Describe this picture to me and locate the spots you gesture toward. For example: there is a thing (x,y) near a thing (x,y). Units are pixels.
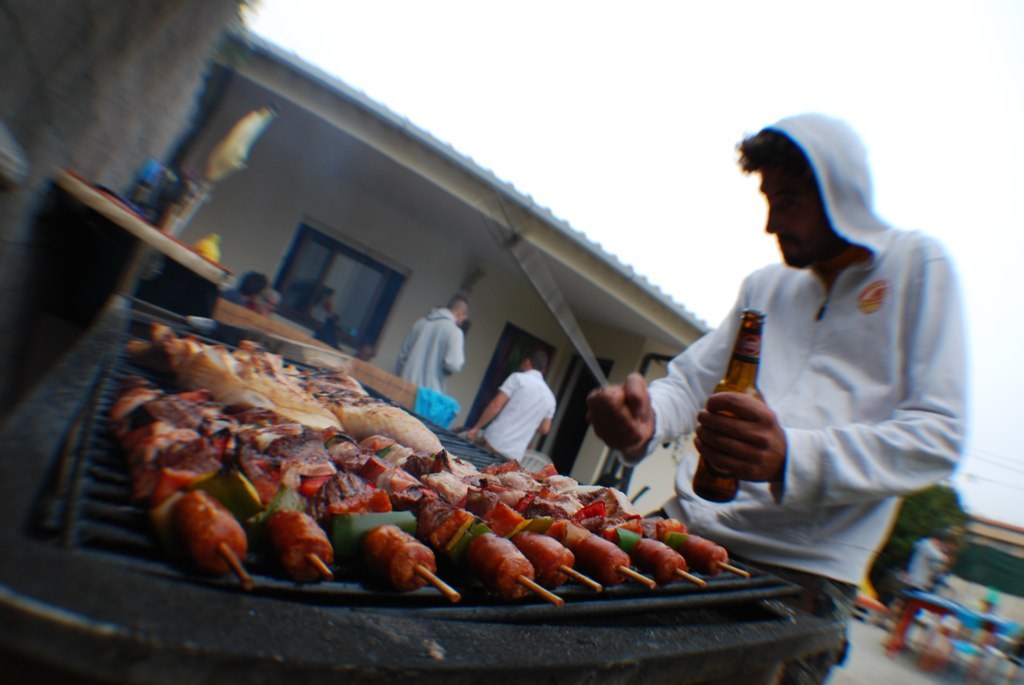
This image is taken outdoors. At the top of the image (616,60) there is the sky (891,63). In the background (246,197) there is a house (436,298). There are two men (503,426) standing and a few (340,335) are sitting. In the middle of the image (411,452) there is a grill (106,407) with many food items (471,519) on it. There are two tables (279,323). On the right side of the image (776,298) a man (806,312) is standing and he is holding a bottle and a stick (553,298) in his hands (720,431). There is a tree (926,487). There is a table (931,603) and a man (924,560) is standing on the floor (905,676).
